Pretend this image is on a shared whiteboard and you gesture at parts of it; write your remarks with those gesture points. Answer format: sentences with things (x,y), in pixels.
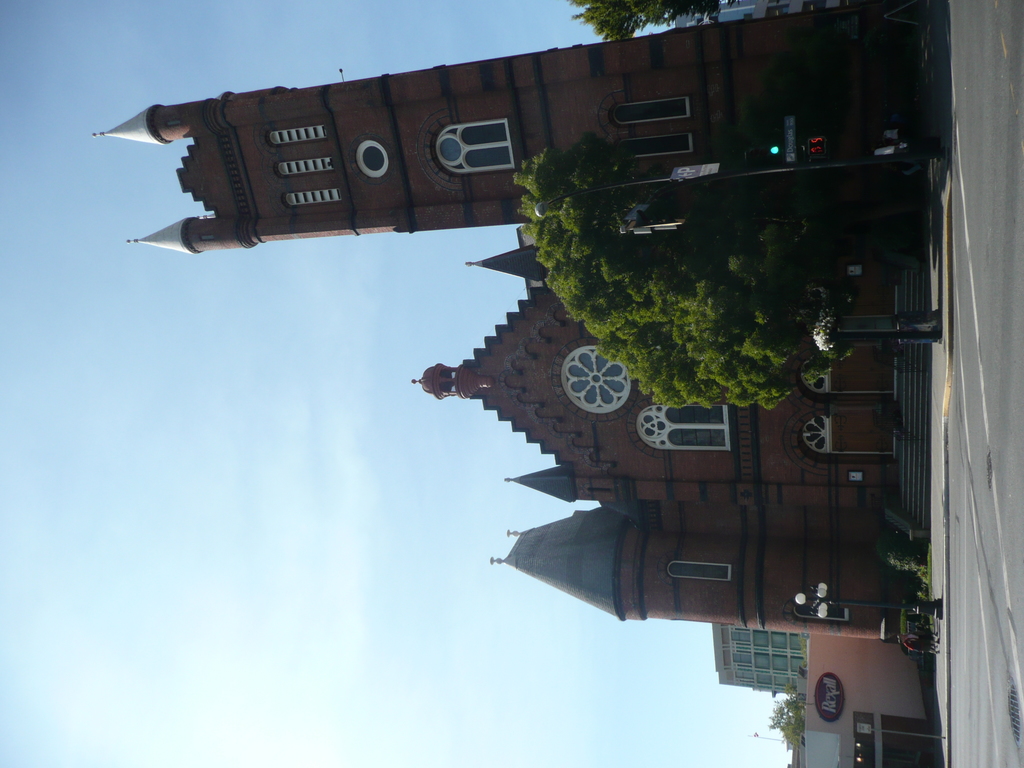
In this image, there are a few buildings (863,656), trees (810,119), poles (798,602), boards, stairs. We can see the ground (975,487) with some objects (912,634). We can also see the sky (130,564).
